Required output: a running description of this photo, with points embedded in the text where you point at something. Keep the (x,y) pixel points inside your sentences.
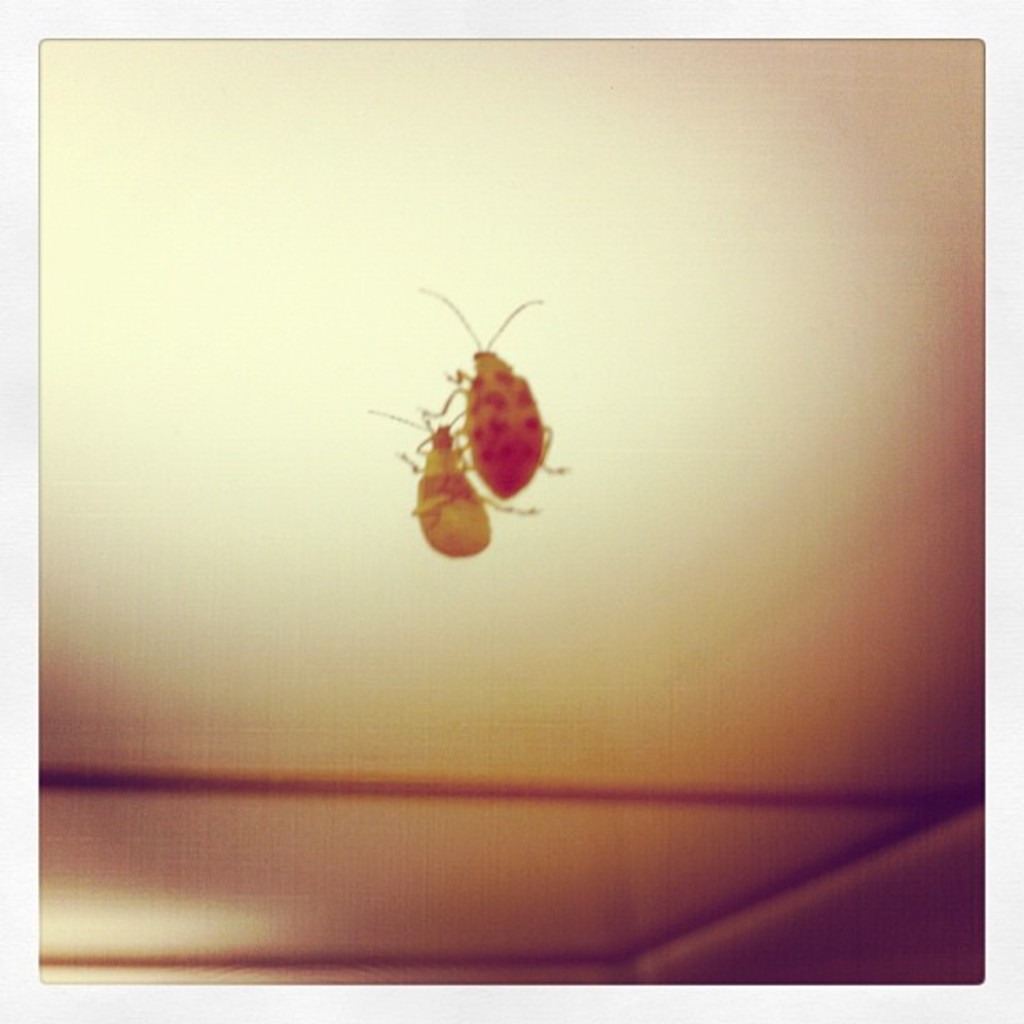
In this image there is an insect (522,440) on a mirror (421,374). There is the reflection (435,487) of an insect (452,515) on the mirror (47,628).
